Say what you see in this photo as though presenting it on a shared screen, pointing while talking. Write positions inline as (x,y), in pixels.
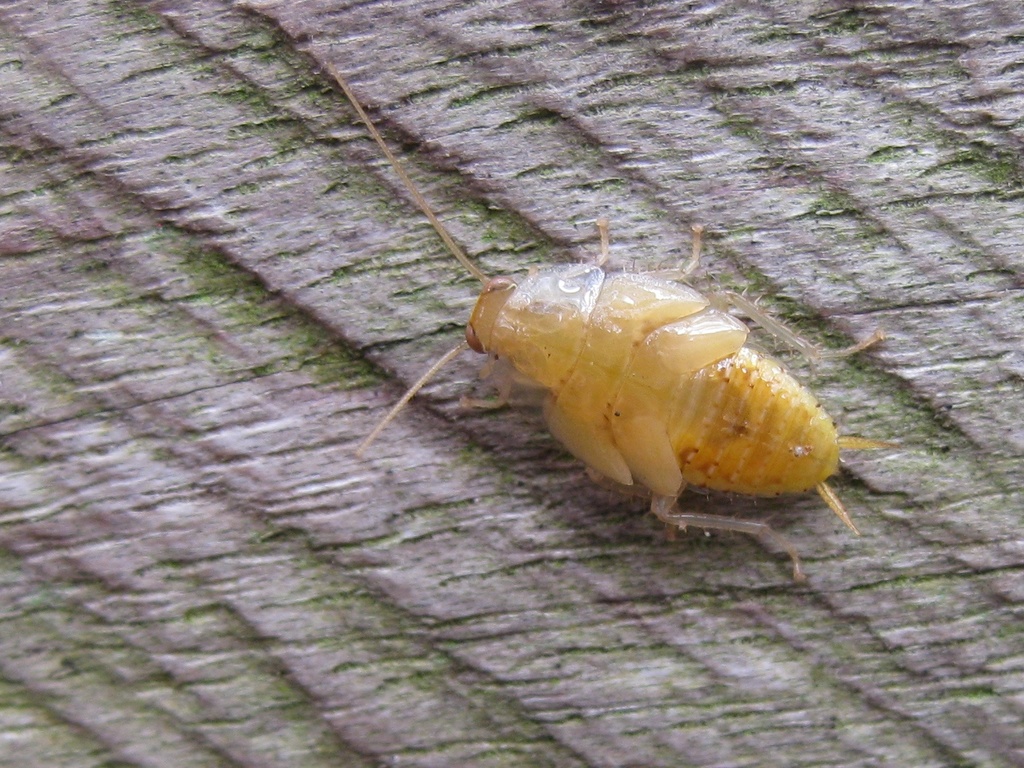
In this image I can see an insect (556,358) on a bark (346,246) of a tree (329,622).
